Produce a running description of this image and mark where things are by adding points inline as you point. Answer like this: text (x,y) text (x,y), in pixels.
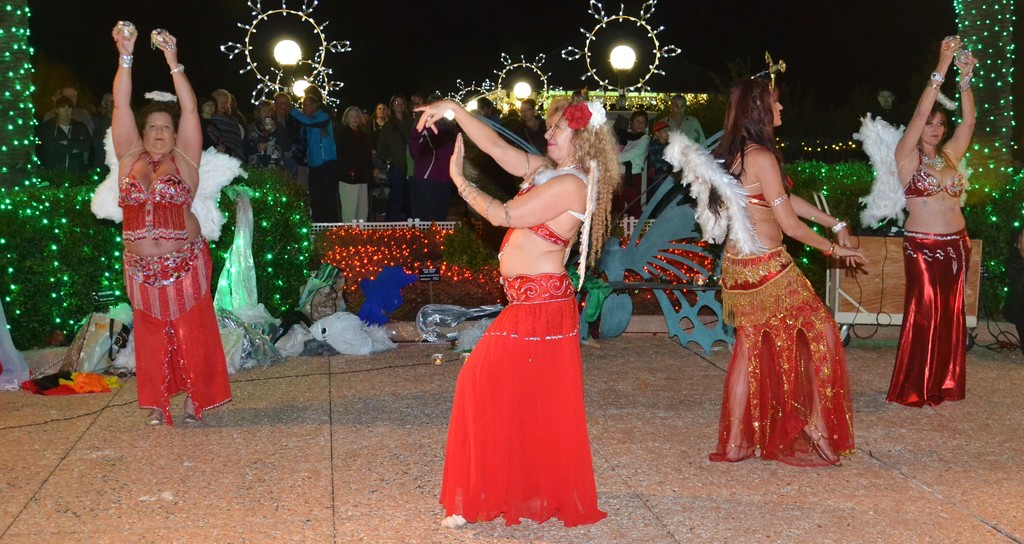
In the foreground (568,195) I can see four persons (594,223) are performing a dance on the floor (370,498) and decorating items (68,191). In the background (20,193) I can see metal rods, fence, crowd (437,183), lights (494,103), wires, table (888,261) and the sky (825,80). This image is taken may be during night.
